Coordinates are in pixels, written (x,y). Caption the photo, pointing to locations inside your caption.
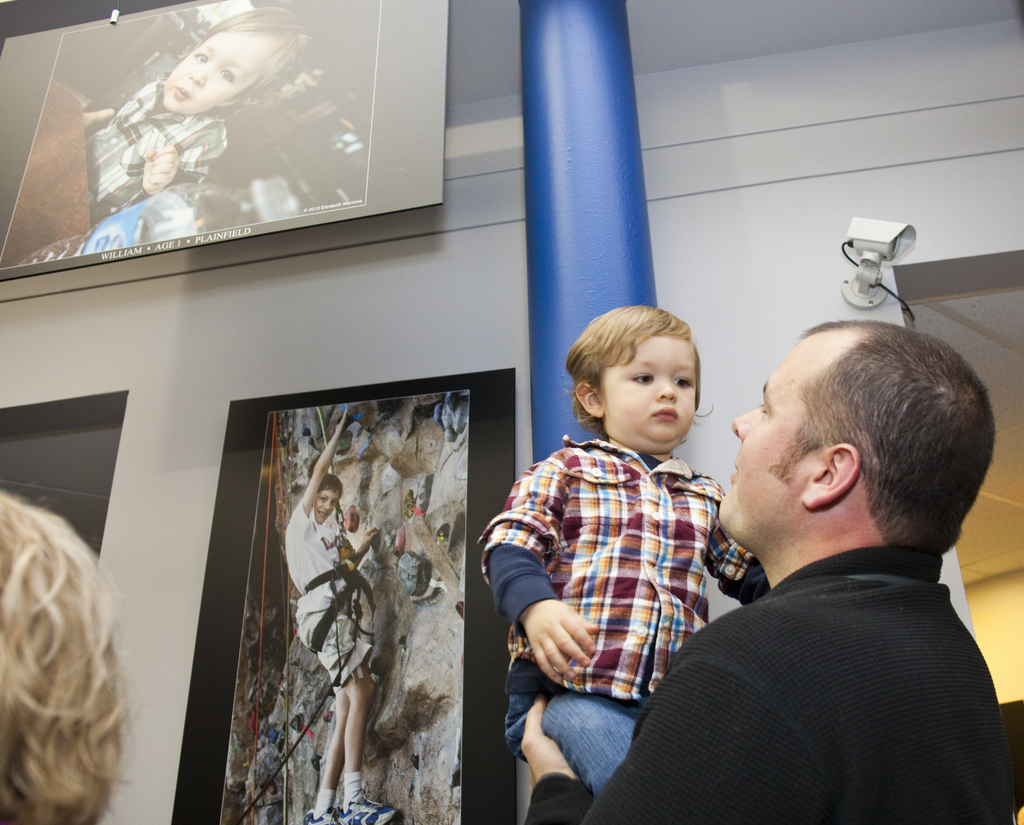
On the right side of the image (801,500) there is a man (885,617) standing and holding a boy (693,546) in his hands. Beside him there is a wall (378,297) with frames (449,642) and also there is a camera (884,251) on the wall (447,297). In the top left corner of the image (296,203) there is a screen (371,194). In the bottom left corner of the image (114,795) there is a head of a person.
